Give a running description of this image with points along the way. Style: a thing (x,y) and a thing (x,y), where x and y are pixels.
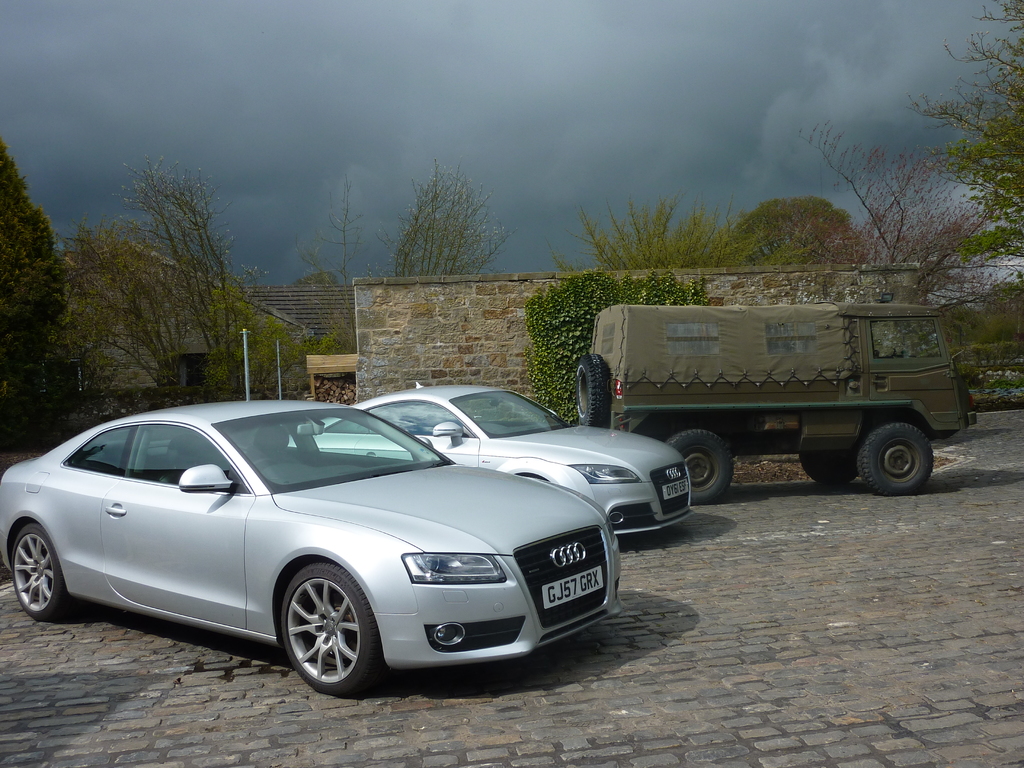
In this image I can see the vehicles (932,452). To the side of the vehicles (611,437) I can see many trees (12,374), wall (469,363) and the hut (260,311). In the background (344,177) I can see the cloudy sky (362,139).
